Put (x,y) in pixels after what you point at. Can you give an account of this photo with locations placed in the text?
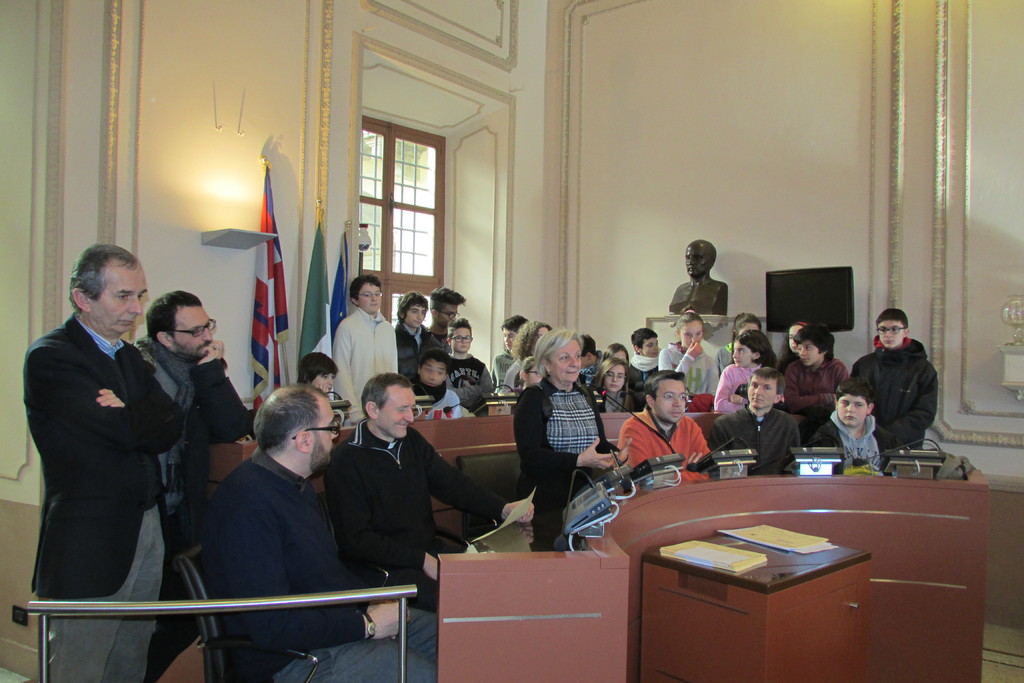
In this image I can see a group of people (644,415) are sitting on the chairs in front of systems (926,471) and few (686,313) are standing on the floor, metal rods (205,605), table (728,608) on which papers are kept. In the background (1009,494) I can see a wall (561,240), window (415,181), flag (314,262), light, monitor (831,300), statue (709,296) and so on. This image is taken may be in a hall (492,483).
